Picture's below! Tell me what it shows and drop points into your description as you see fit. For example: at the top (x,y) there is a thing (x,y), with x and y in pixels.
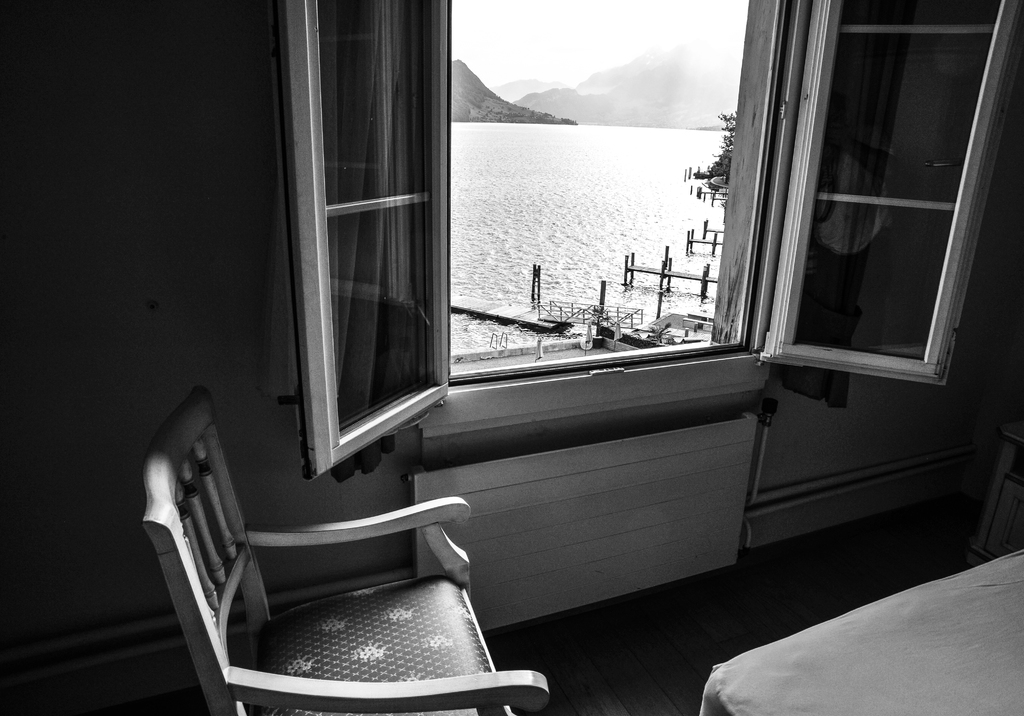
This image consists of a window (702,363). At the bottom (411,644), there is a chair (437,676). On the right (864,646), there is a bed (782,650). At the bottom (556,625), there is a floor (556,625). Through the window (868,276) we can see a river (571,214) along with mountains (567,87). At the top (572,39), there is sky (582,29).
